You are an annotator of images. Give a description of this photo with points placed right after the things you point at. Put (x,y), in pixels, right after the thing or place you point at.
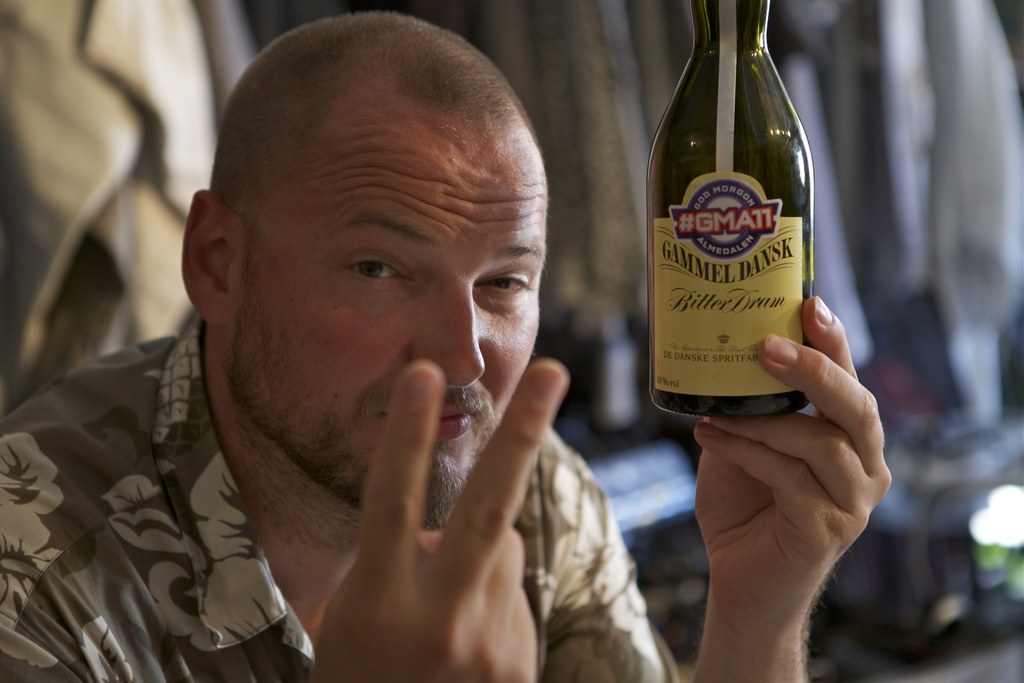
In this image there is a man (459,443) holding a bottle (726,333) in one hand (778,480). He is wearing a flower pattern shirt (118,551).
